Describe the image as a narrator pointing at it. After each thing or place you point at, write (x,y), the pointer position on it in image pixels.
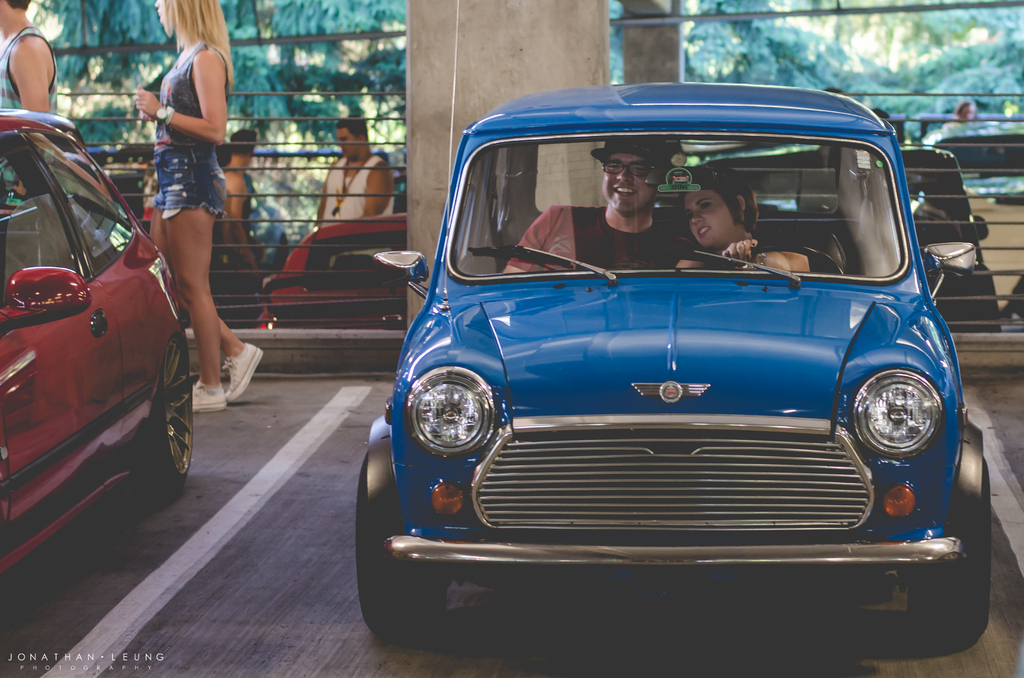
In the foreground of the image (750,290) we can see two persons (723,253) sitting inside a car (615,454) placed on the ground (557,606). In the background (994,315), we can see a group of cars (80,382) parked on the ground (538,601) and a group of people (351,173) standing on the ground (97,604), fence (344,147), a group of trees (693,42), pillars (647,53). At the bottom (97,657) we can see some text (116,653).
